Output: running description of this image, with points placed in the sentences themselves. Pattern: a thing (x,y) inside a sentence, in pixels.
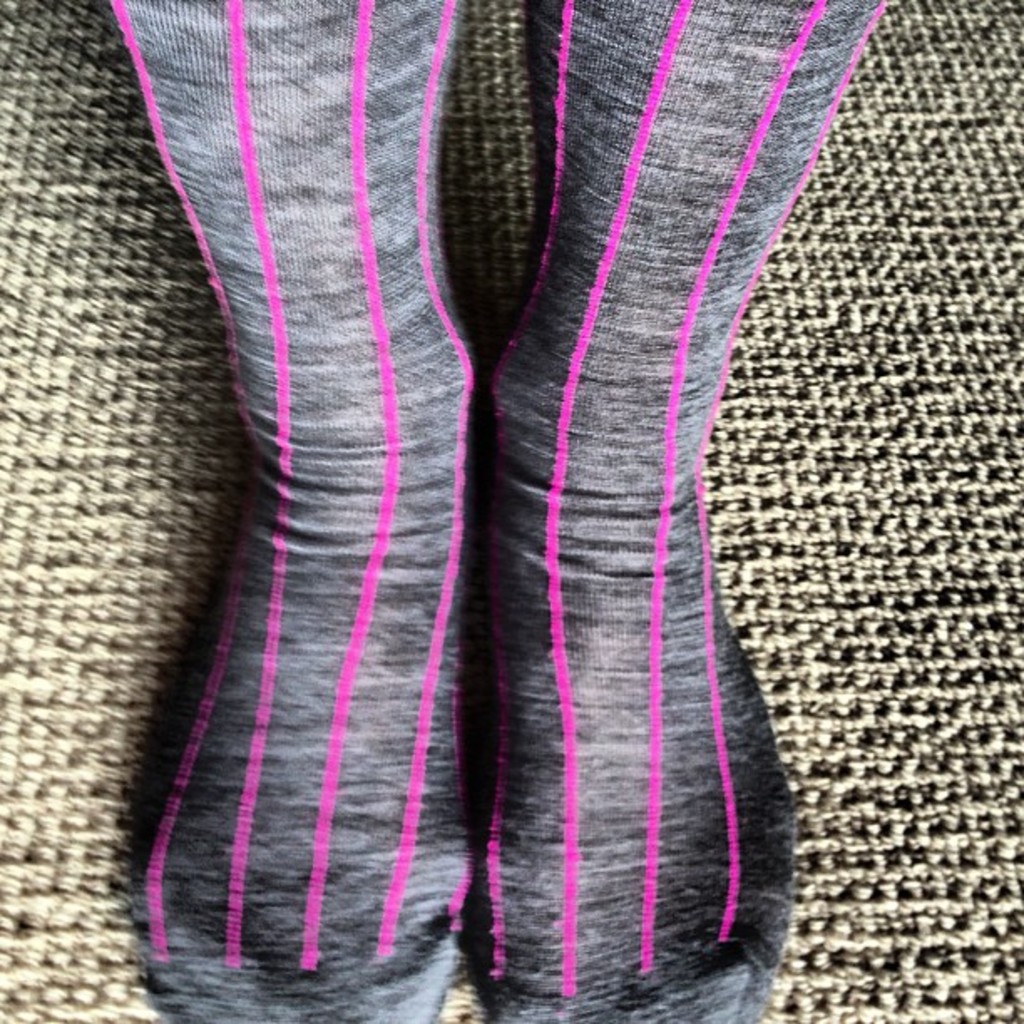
We can see a person's legs (533,360) with gray socks (443,568) with pink stripes (551,601).
